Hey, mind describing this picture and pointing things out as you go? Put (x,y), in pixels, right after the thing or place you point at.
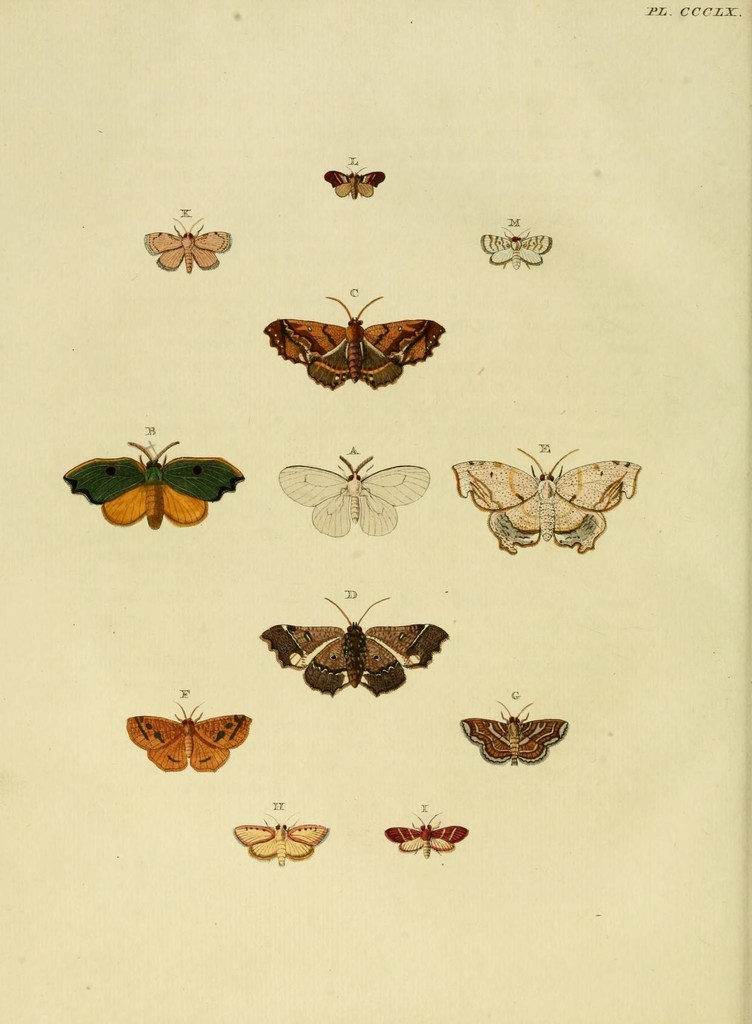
In this picture we can see butterflies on the page (261,953), in the top right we can see some text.
